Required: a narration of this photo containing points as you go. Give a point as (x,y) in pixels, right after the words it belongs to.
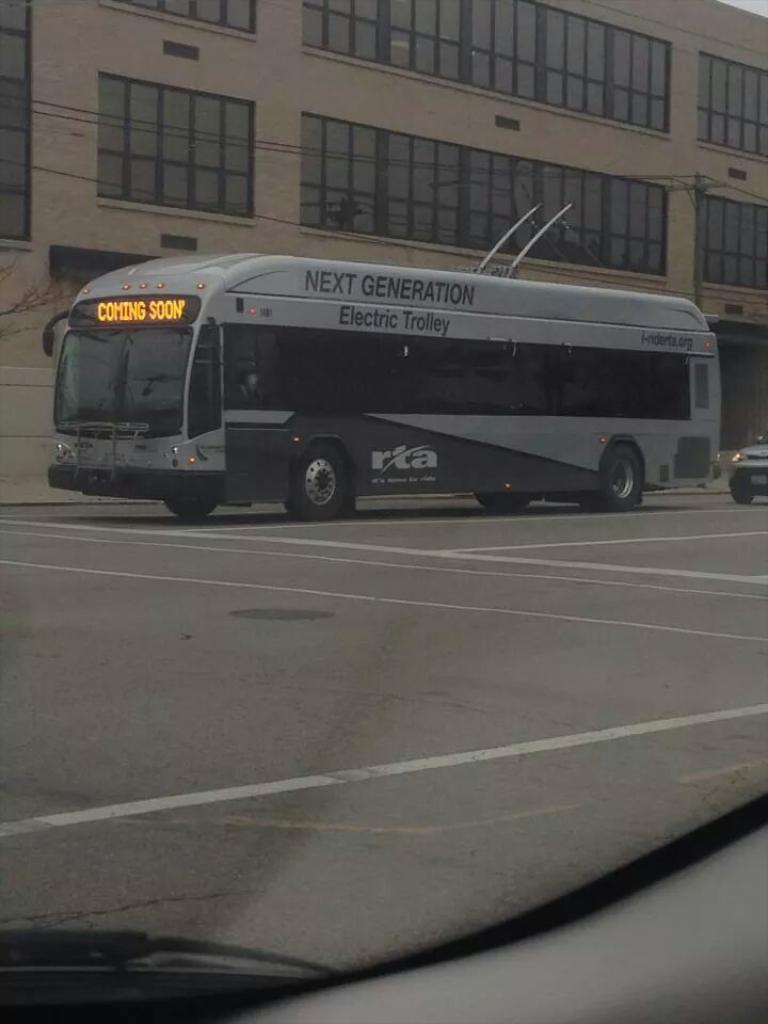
In this picture we can see vehicles (458,322) on the road (534,667), wires (106,124), pole (687,183), some objects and in the background (44,315) we can see a building (481,190).
